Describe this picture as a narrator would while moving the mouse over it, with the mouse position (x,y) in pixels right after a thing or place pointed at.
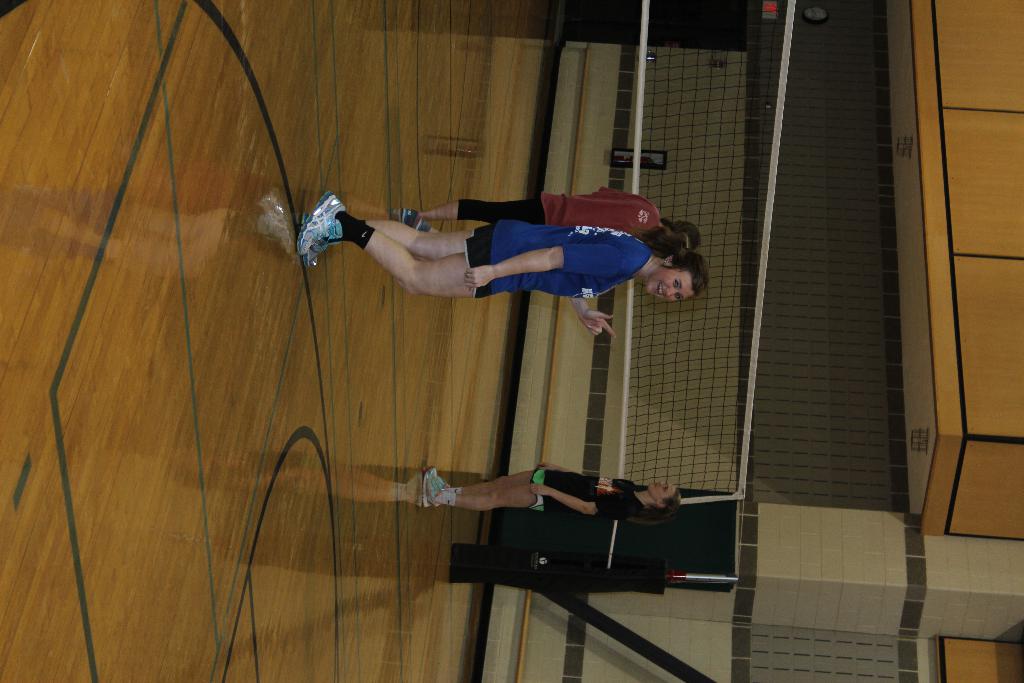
As we can see in the image there are three people (520,268). The person (573,285) over here is wearing blue color dress (594,256) and the woman (594,502) over here is wearing black color dress (589,500). There is a net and a wall (606,116).
